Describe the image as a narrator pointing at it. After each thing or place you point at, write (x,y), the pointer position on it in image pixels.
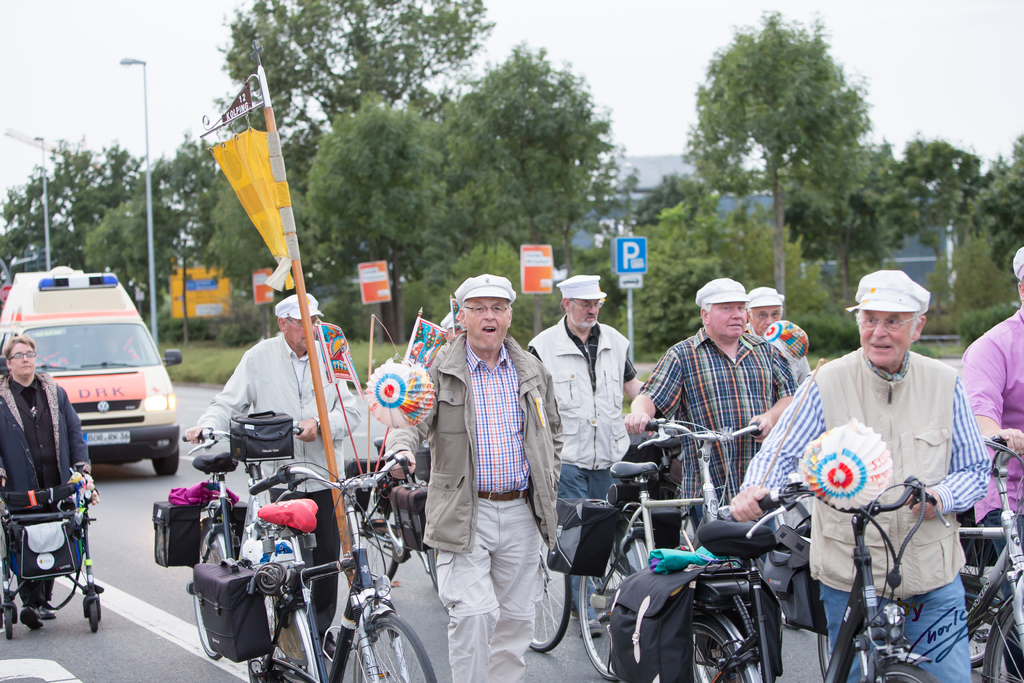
In the picture I can see few persons (780,376) wearing white caps (586,297) standing and holding a bicycle (648,491) beside them and there is a woman (58,428) standing and holding an object (45,488) in front of her and there is a vehicle (100,397) behind her and there are few poles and trees (213,185) in the background (516,177).
